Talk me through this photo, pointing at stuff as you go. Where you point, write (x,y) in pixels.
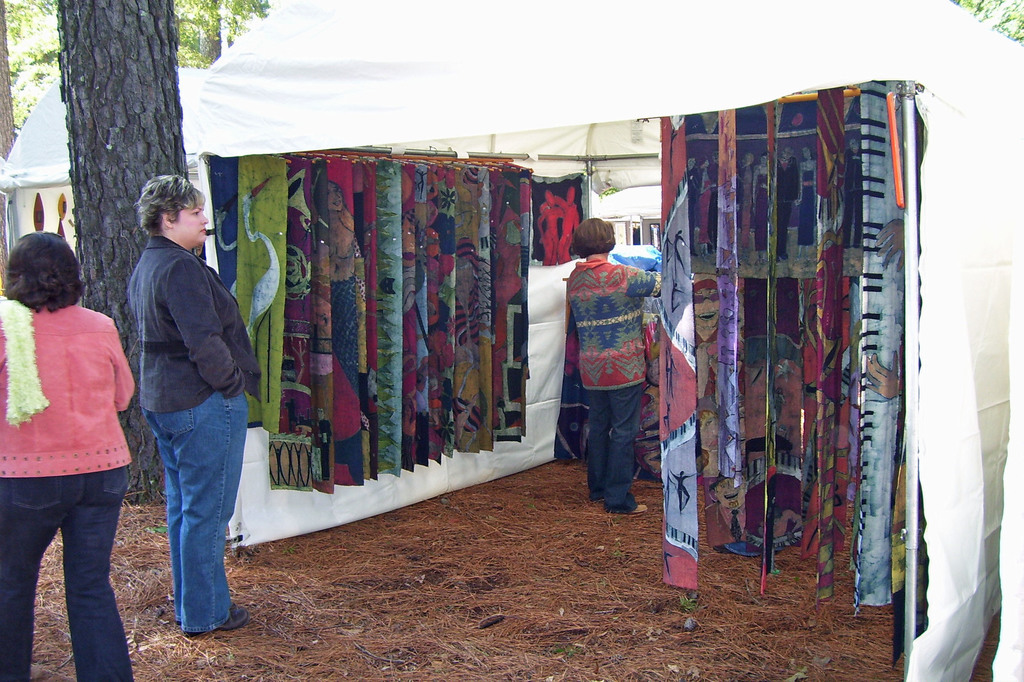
This picture describe about the open cloth shop (440,362). In front (212,447) we can see a woman (228,371) wearing black jacket (223,382) standing and watching the cloth (324,388). Behind there is a tree trunk (147,139).
